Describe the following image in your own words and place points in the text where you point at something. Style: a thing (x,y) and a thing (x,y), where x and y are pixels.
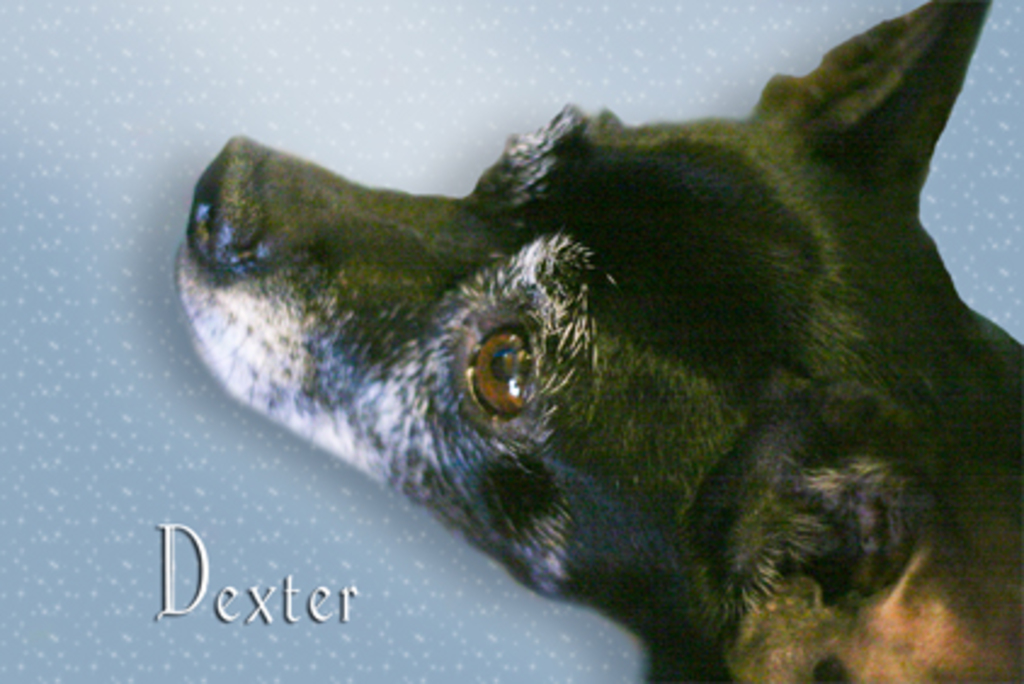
In this image, we can see an animal (741,372). We can also see the background (420,76) and some text (348,616).
